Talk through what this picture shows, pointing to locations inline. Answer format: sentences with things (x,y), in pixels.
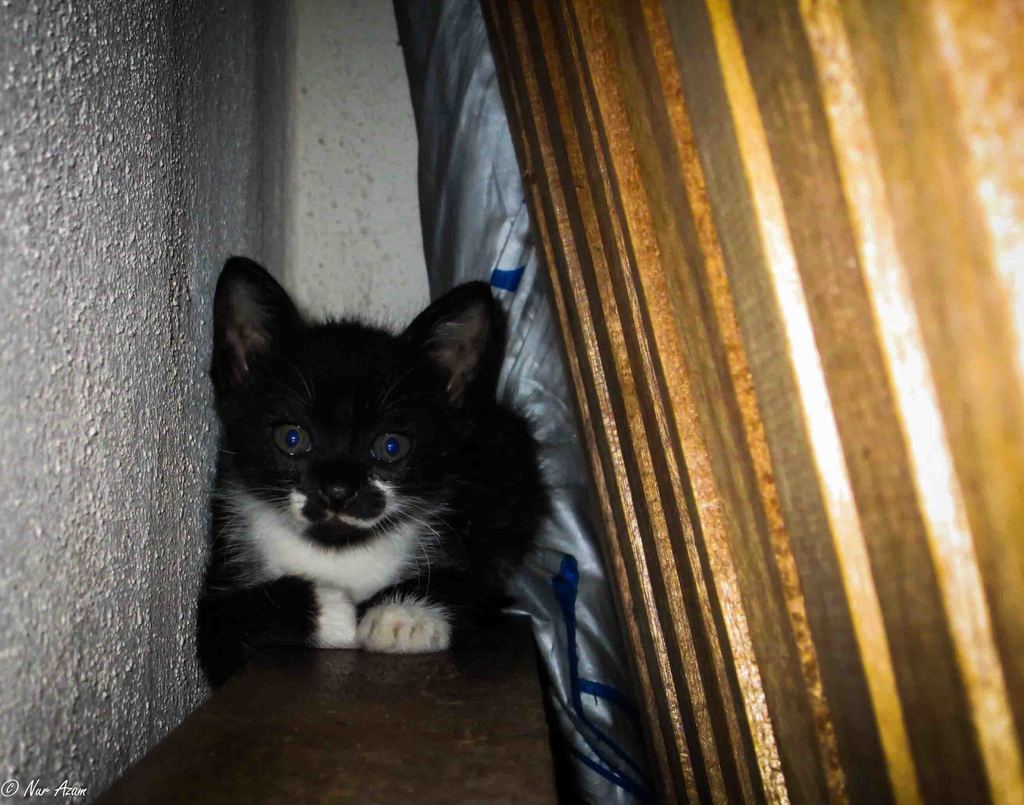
In this image in the center (427,393) there is a cat (410,570) sitting on the floor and at the bottom left of the image (67,798) there is some text (57,789). On the right side (803,363) there are objects (616,315) which are silver and golden in colour. On the left side (89,295) there is a wall (89,408).
